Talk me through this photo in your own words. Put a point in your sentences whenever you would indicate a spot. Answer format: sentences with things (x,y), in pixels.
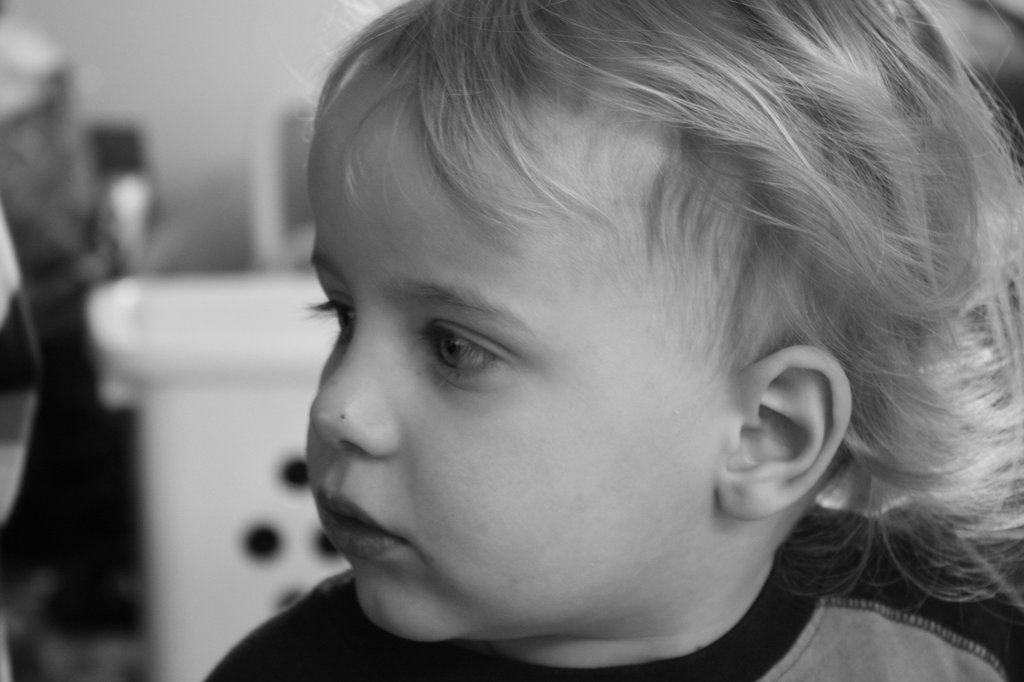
This is a black and white picture. In this picture a baby (676,373) is highlighted and this baby (658,496) is looking toward left side of the picture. Background of the picture (279,453) is very blurry.
